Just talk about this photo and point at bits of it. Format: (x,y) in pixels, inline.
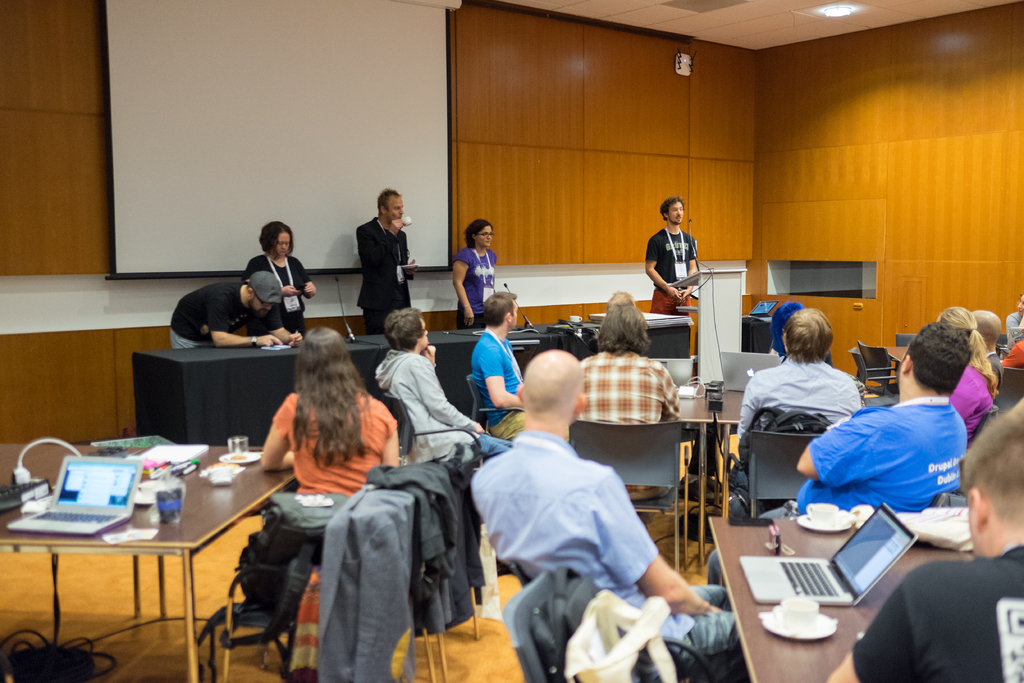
This is a whiteboard (350,139) on the background (267,118). Here we can see persons (401,266) standing in front of a table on the platform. Here we can see all the persons (525,405) sitting on chairs (761,492) in front of tables (922,552) and on the tables (843,616) we can see laptops (816,582), cups (808,601), saucers (798,631), glasses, sockets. This is a floor (156,625). On the chairs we can see bags (617,651), jackets (414,611).
